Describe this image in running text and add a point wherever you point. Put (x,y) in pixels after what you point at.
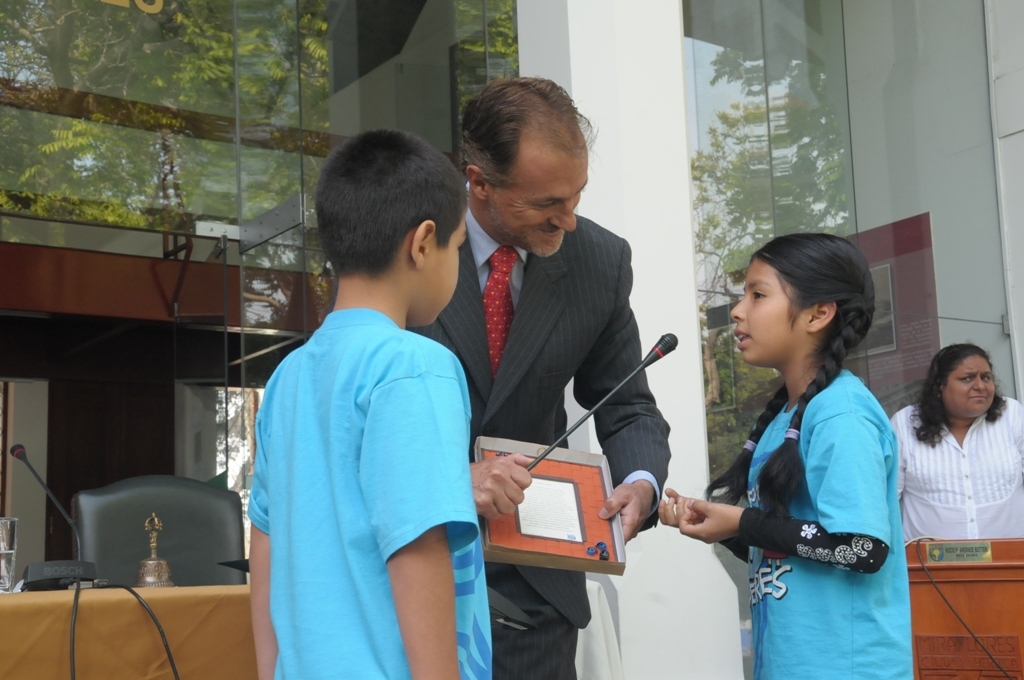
In this image we can see a man (498,581) is standing. He is wearing suit (596,334) with shirt (479,276) and red tie (488,305) and holding mic (531,464) and a box (602,546) in his hand (624,515). In front of the man (623,497), one boy (379,640) and girl (793,509) is there. They are wearing blue color t-shirt (381,459). We can see table (191,610) in the left bottom of the image (86,659). On table (28,596), we can see glass (6,547), mic (73,565) and some object (158,573). We can see one lady (973,406) on the right side of the image (951,501). There is a pillar (600,48) and glass wall (735,67) in the background (547,38). We can see trees reflection (43,31) in the glass (748,104).
